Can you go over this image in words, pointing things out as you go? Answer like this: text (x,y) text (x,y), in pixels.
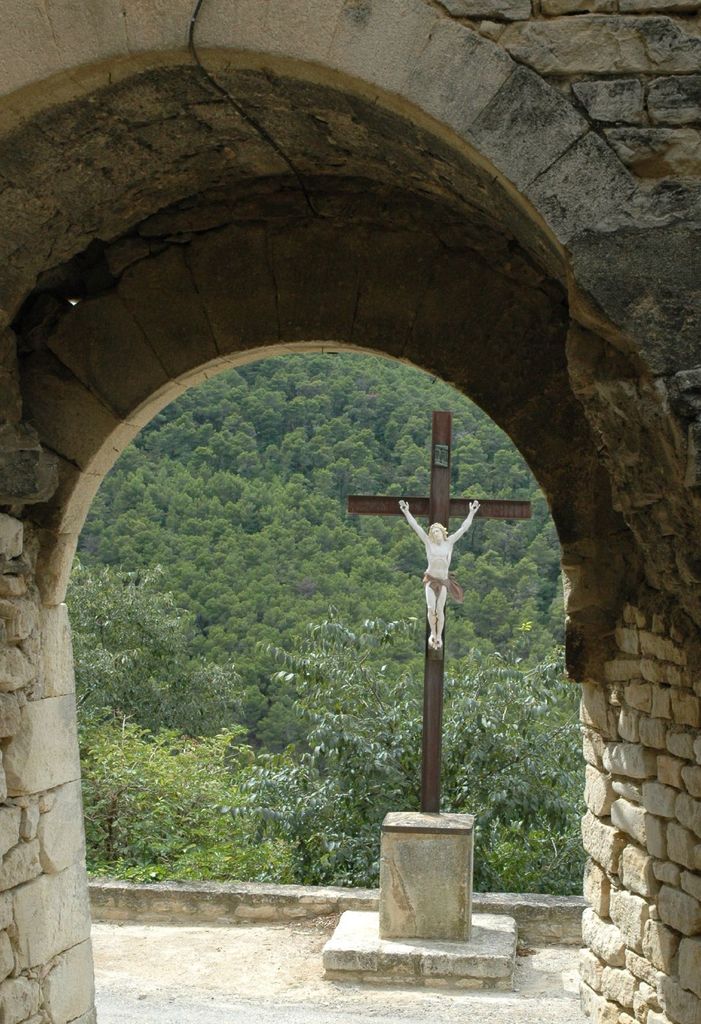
In this image we can see an arch (46,679). In the background (180,856) there is a statue (420,882) and trees (321,674).
